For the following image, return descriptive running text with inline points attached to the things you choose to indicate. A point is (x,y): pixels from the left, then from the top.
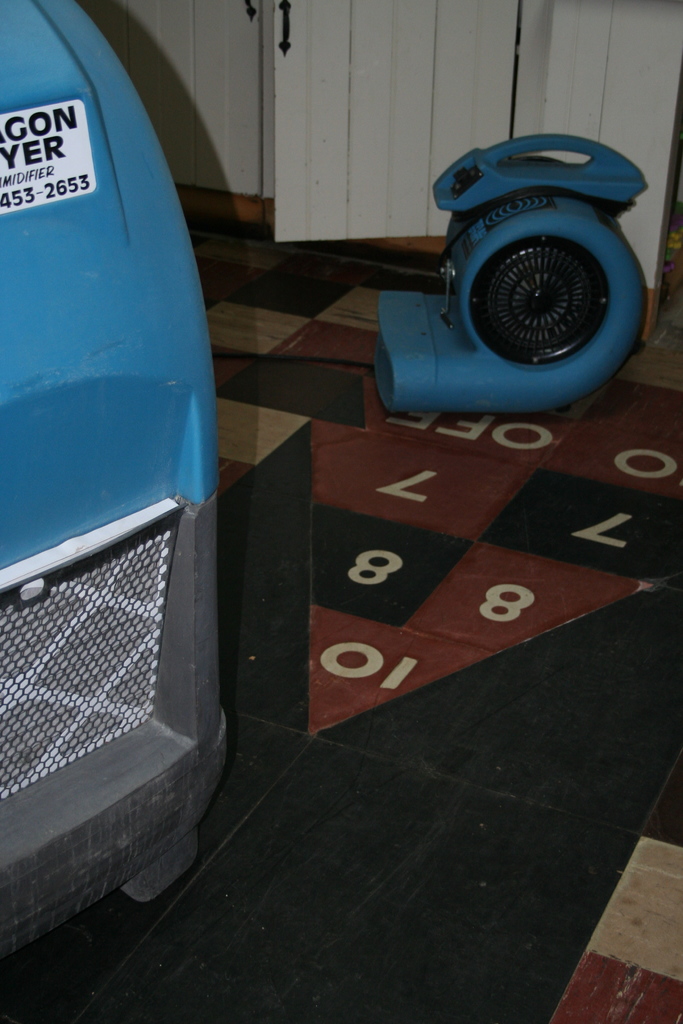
In this image we can see two motors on the floor (357,601). On the backside (256,206) we can see a door (361,124) and a wall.
